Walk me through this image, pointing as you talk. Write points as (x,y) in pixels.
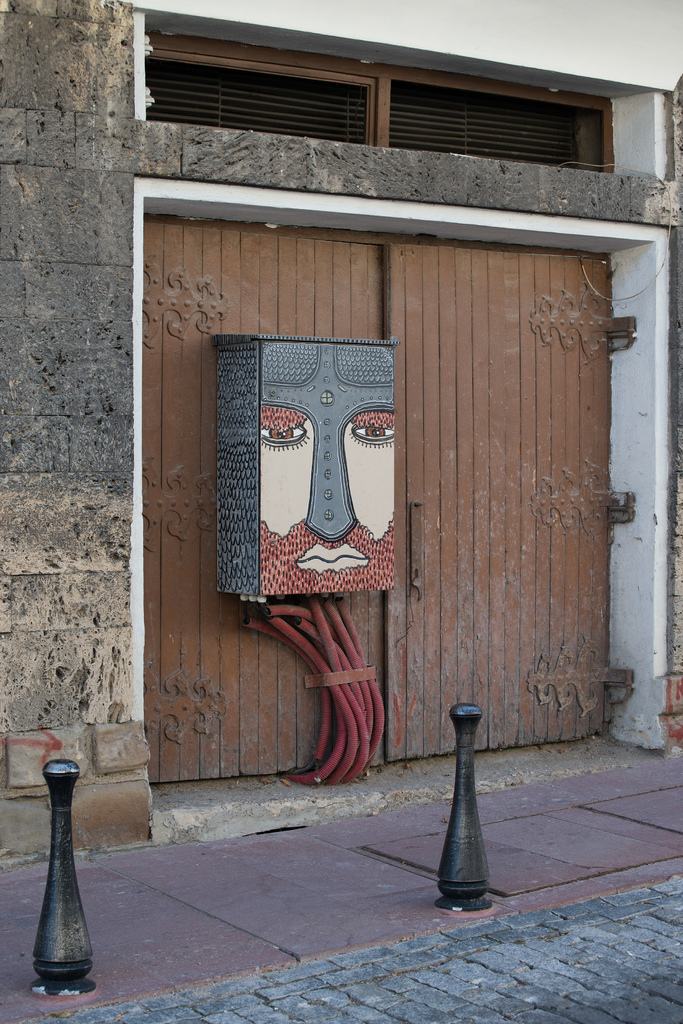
In this picture I can see a wooden door (504,495) and I can see a painted metal box (310,466) fixed to the door (187,566) and I can see wall (23,247) and it looks like a building (10,505).
